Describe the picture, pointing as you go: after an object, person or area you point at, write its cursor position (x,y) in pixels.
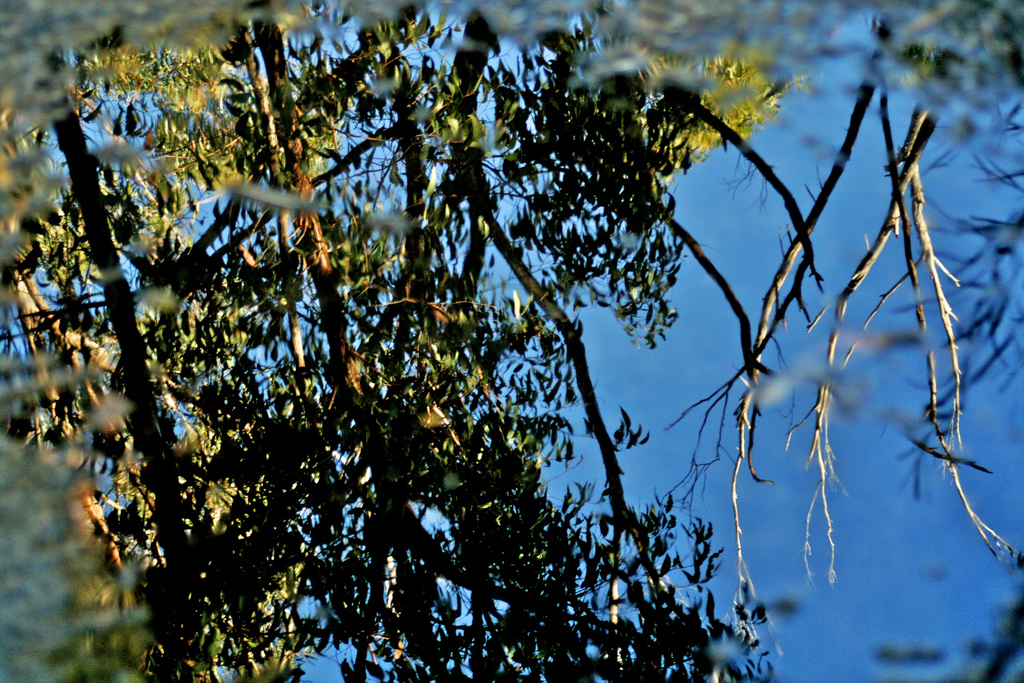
In this image there is a tree (589,243), at the background of the image (712,237) there is the sky (752,305), the background of the image (742,270) is blue in color.
